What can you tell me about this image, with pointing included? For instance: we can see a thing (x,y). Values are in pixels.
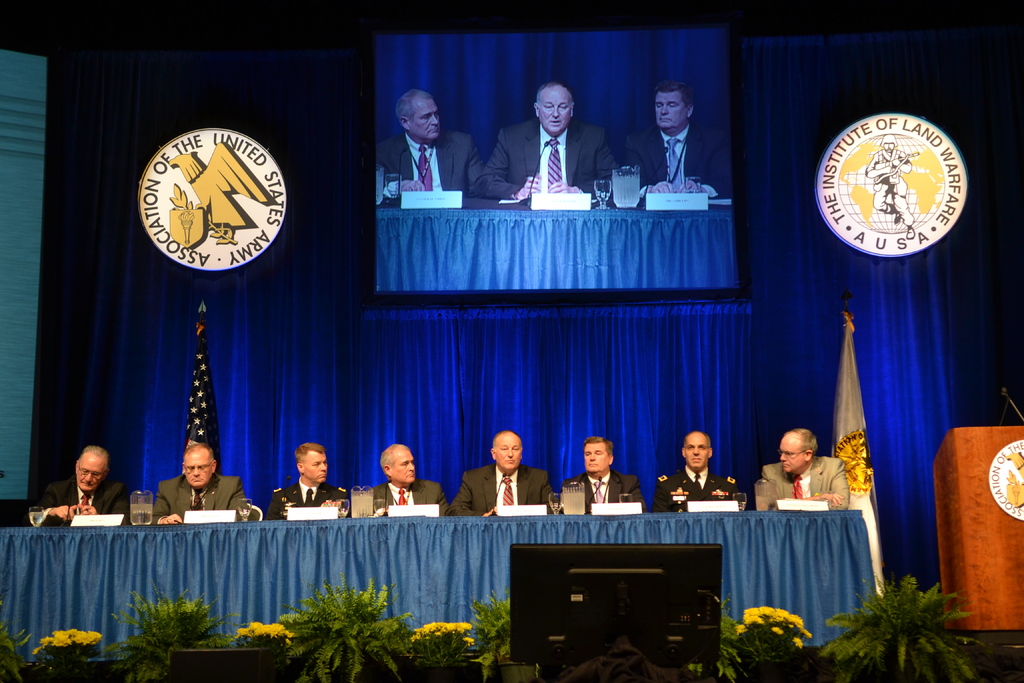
In this image I can see group of people (218,495) sitting. In front (225,511) I can see boards (211,519), mics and some objects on the table (450,537). Back I can see blue color curtain (314,319) and screen (616,87). We can see flags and a podium (987,527). In front (908,629) I can see small plants (839,613).
